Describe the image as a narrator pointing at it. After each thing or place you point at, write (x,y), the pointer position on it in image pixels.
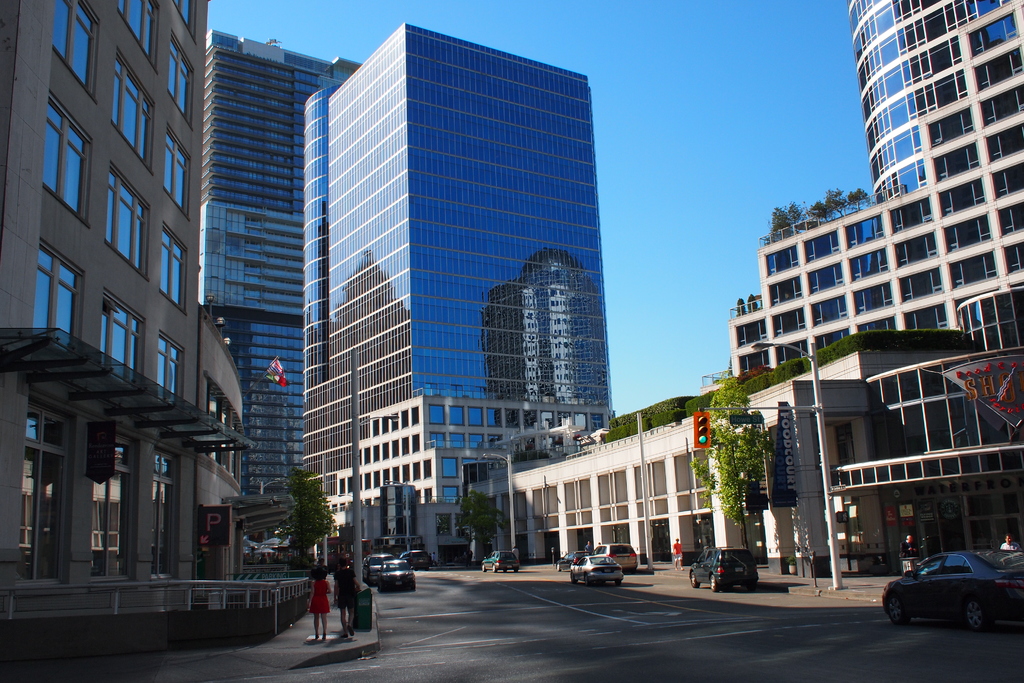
Here in this picture we can see buildings (377,287) present all over there and in the middle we can see cars (418,554) present on the road (767,593) here and there and we can see plants (733,451) and trees (731,469) present here and there and we can also see light posts (703,435) and flag posts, sign boards (213,520) and hoardings (760,500) present here and there.
